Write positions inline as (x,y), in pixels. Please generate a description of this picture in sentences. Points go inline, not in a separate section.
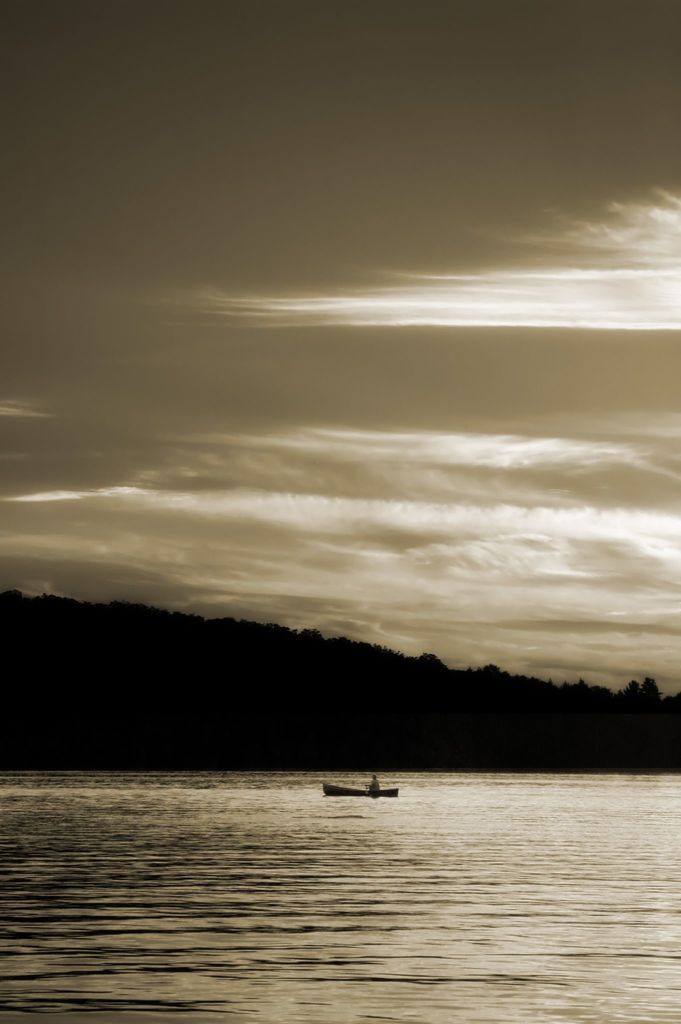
In this image we can see the water (440,902) and there is a boat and we can see a person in a boat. We can see some trees (639,699) and the mountain (429,729) and at the top (404,79) we can see the sky (364,110).
